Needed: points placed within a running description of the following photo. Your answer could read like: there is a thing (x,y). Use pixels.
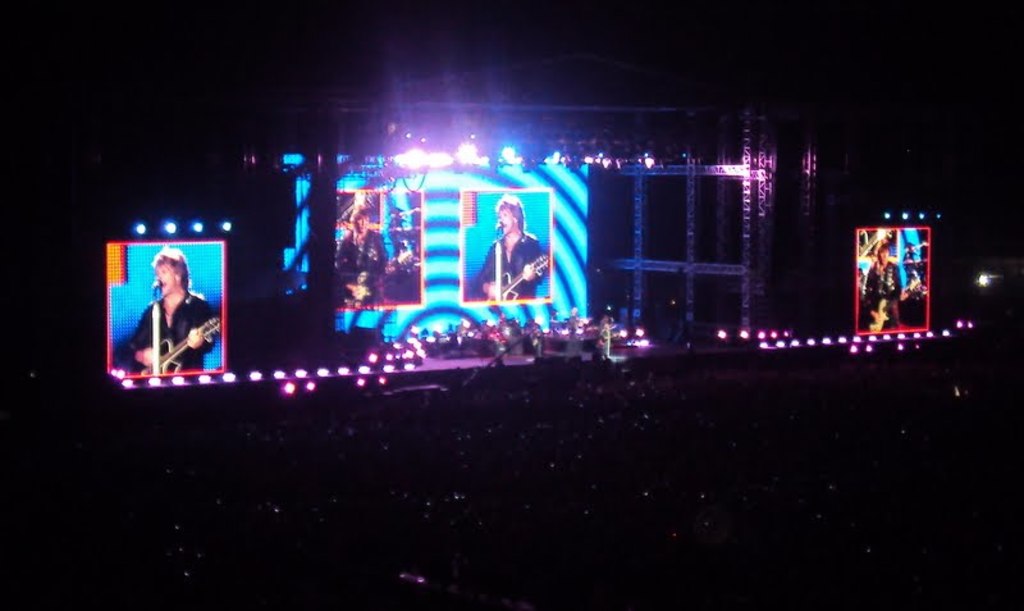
In this image I can see many lights (408,357) and few people (460,328) on the stage (504,363). At the back (365,270) I can see many screens (401,266). And there is a black background (73,173).
